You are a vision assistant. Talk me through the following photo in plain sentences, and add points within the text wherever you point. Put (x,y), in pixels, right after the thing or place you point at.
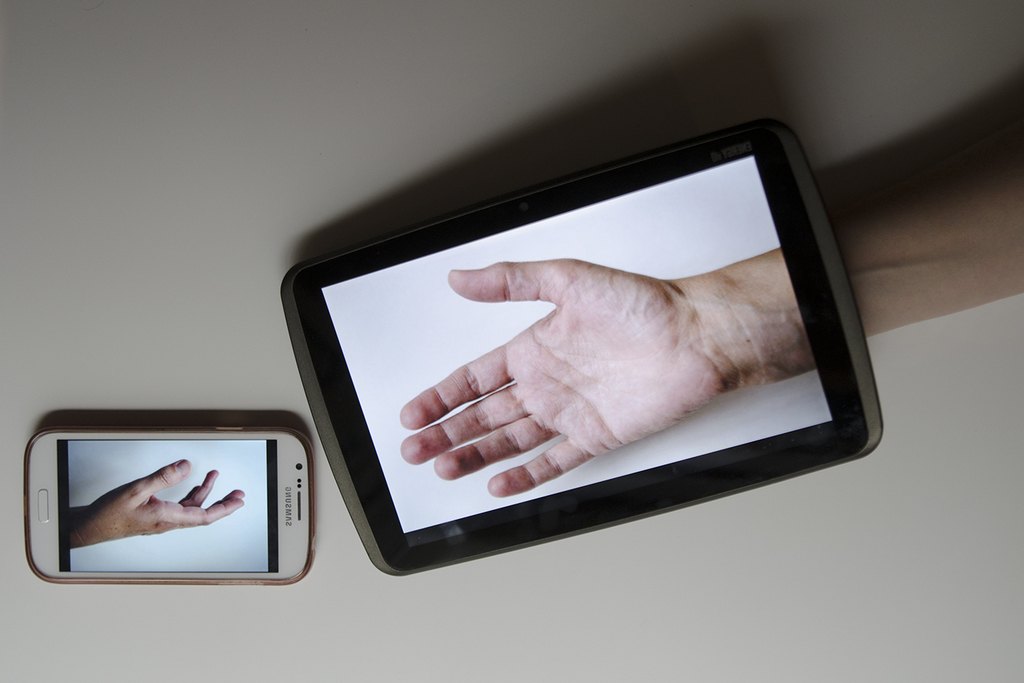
In this image I can see two mobiles (408,321) and a human hand (780,306).
